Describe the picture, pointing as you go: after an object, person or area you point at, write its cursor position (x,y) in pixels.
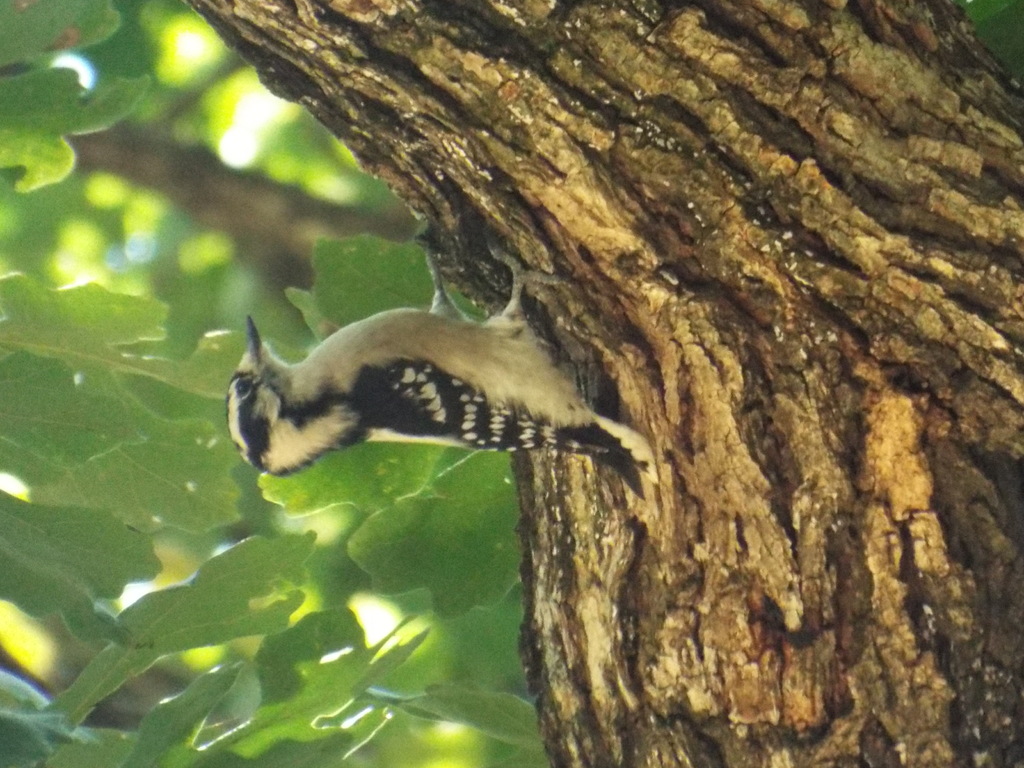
In this image in the front (479,357) there is a bird (498,393) standing on a tree trunk (571,356). In the background (123,282) there are leaves (99,196).
